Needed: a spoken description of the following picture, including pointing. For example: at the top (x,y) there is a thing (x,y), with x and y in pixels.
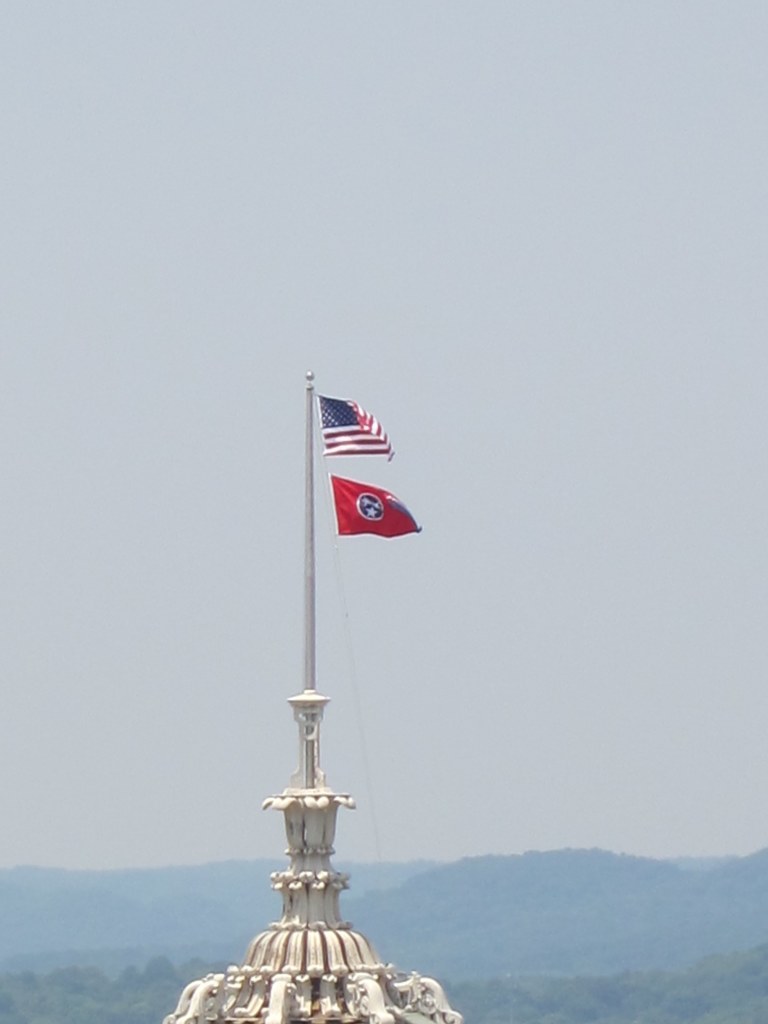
In this picture I can see a white color thing (297,918) in front (238,1019) and on it I can see a pole (310,423) and I see 2 flags (360,498). In the background (288,349) I can see the clear sky (433,564).
